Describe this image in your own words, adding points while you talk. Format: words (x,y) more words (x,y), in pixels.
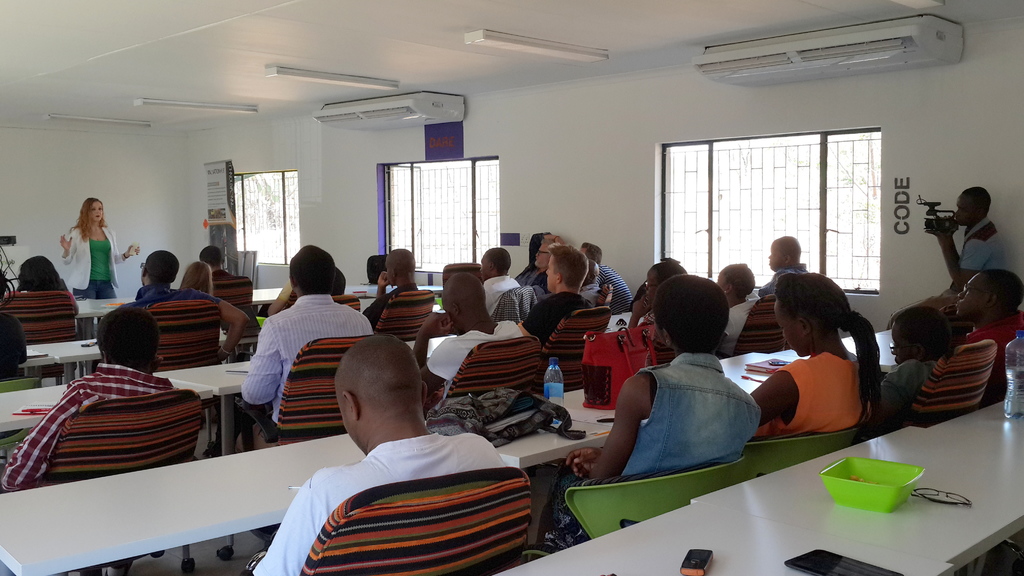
The image is taken in the room (480,406). The room (274,389) is filled with tables (267,297) and chairs (388,498). There are many people (723,439) sitting in the room (337,394). At the front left of the room (97,292) there is a lady (112,279) standing and talking. In the background (426,220) there are windows (776,214) and wall (184,196).
